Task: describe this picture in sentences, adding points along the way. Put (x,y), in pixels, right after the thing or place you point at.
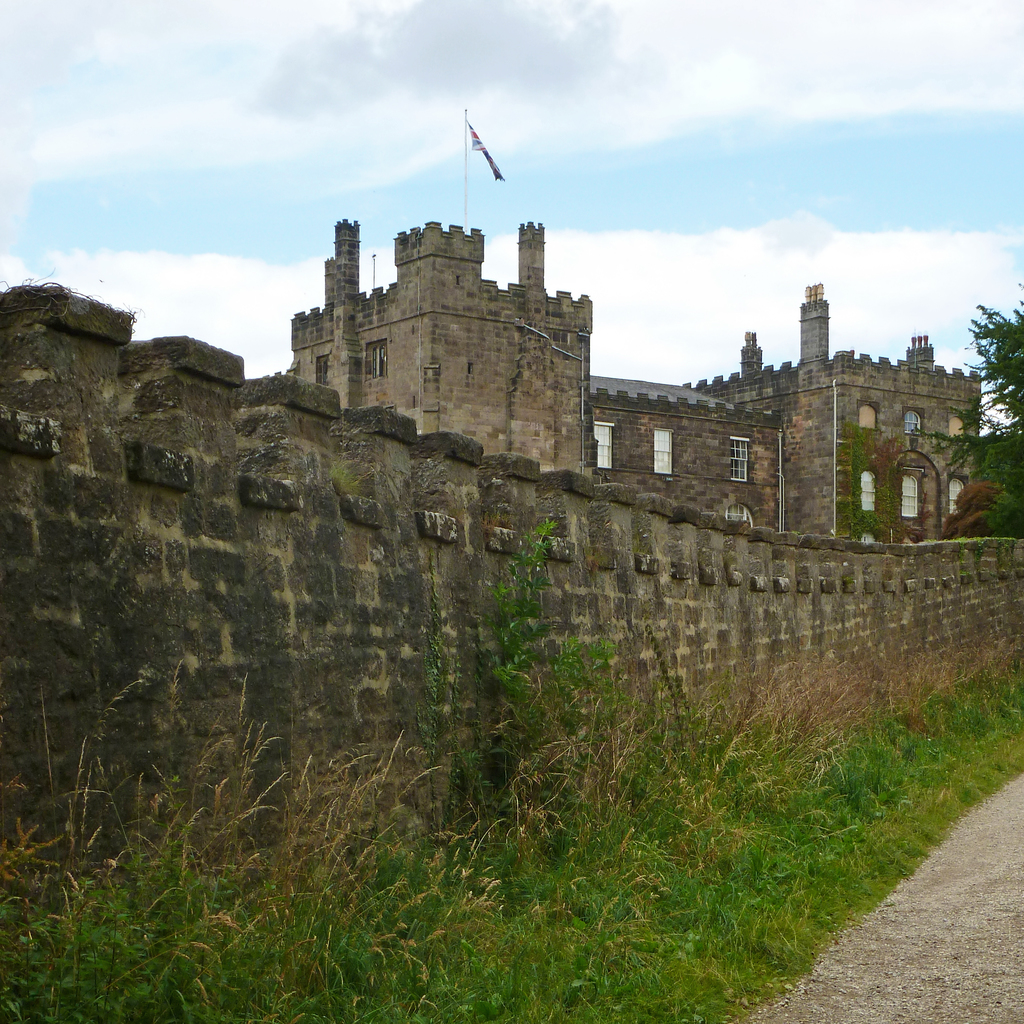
At the top (706,112) there is sky (616,112) with clouds (555,103). Here on the top of a building (469,359) there is a flag (482,141). Here near to a wall (769,566) we can see grass (719,874) and a road (956,947).
